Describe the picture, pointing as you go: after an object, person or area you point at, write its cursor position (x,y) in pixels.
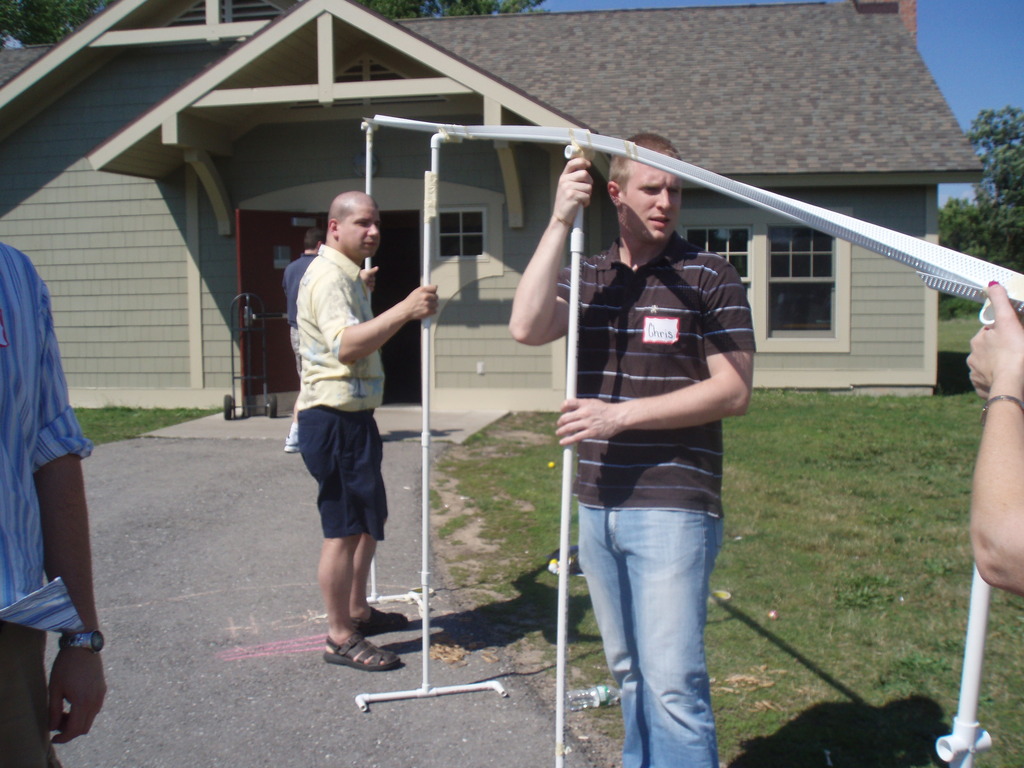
This picture shows a house (706,154) and we see a tree (1009,210) and few people (422,293) standing and they are holding pipes (456,128) and we see grass (783,473) on the ground (886,560) and a clear blue Sky (950,55).
